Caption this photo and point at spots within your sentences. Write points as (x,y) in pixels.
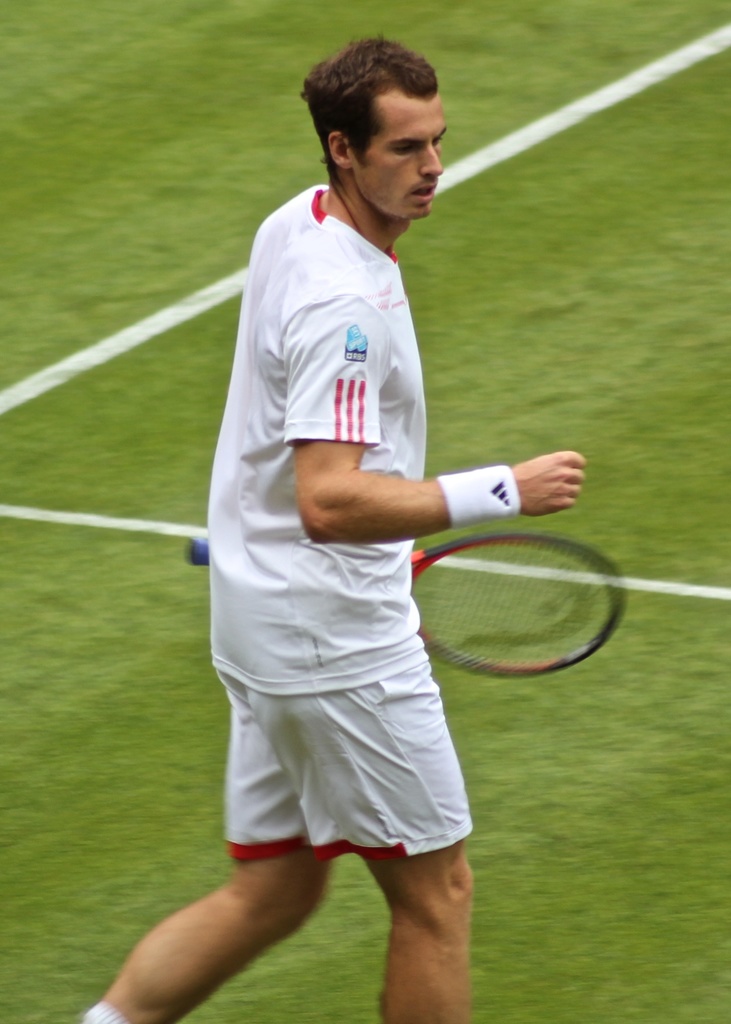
This image is clicked in a stadium (669,636). There is a man (384,784) wearing a white shirt (405,625) and white shorts (420,747), holding a racket (533,615). At the bottom (533,804), there is green grass (531,819).
